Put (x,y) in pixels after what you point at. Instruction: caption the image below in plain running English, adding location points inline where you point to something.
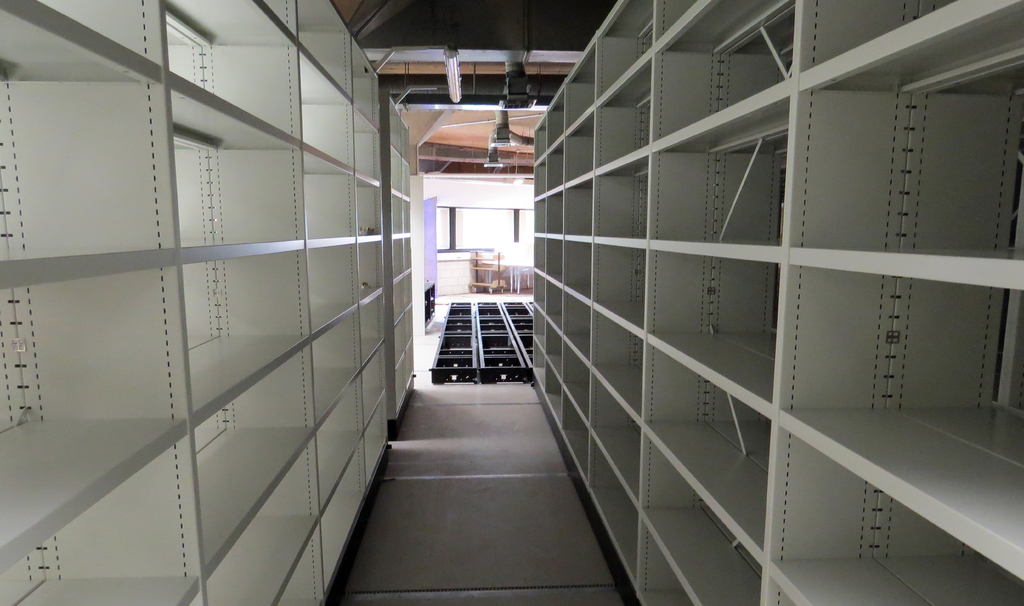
In this image we can see some racks (575,301), at the top (488,169) we can see roofs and some lights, there are some objects (485,343) on the floor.
